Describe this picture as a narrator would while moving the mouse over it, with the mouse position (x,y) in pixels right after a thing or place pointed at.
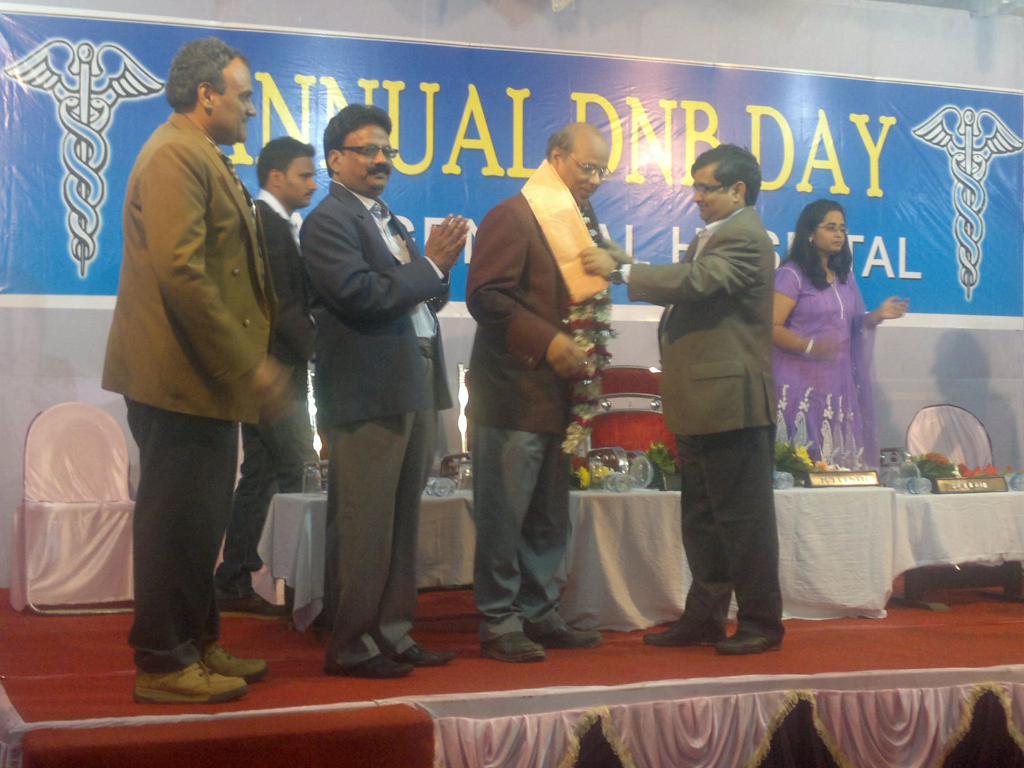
In this image I can see six people (483,381) standing. There are chairs (77,513) and there are some objects (614,455) on the tables (637,502). Also in the background (1005,187) there is a banner (923,114) attached to the wall (712,55).
